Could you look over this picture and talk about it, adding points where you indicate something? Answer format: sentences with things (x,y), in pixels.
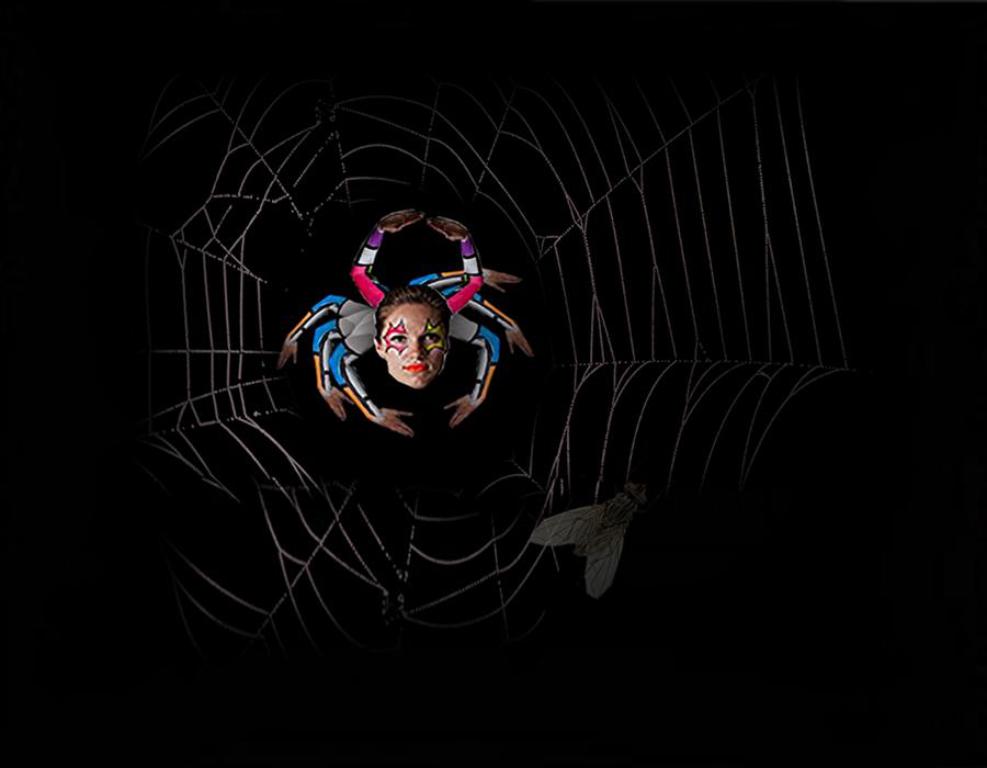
In the picture we can see a painting (661,519) of a spider web (190,363) in the dark with a spider (333,303) in the middle of it with different colors and a woman's face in the middle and on the web (519,584) we can see a housefly (589,550).
